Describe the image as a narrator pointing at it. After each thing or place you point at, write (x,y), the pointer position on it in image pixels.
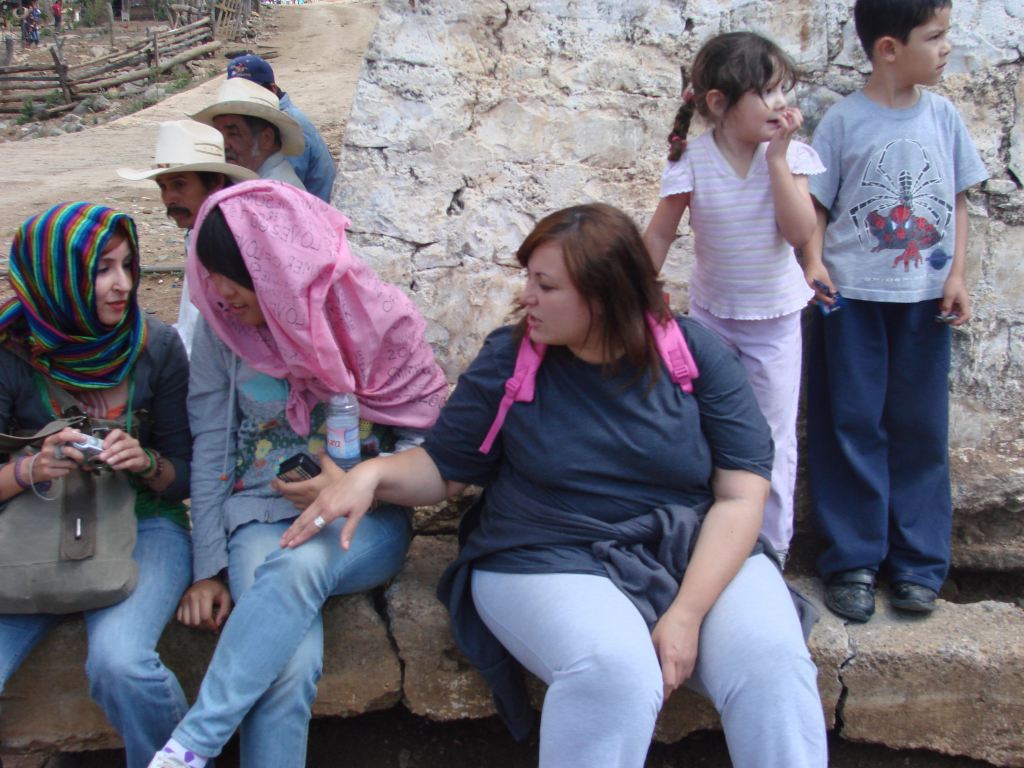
In this image, we can see people (318,568) sitting on the wall (414,538) and some are wearing bags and scarves (252,235) and are holding some objects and some are wearing hats (292,143) and there is a person (234,73) wearing a cap (249,70). On the right (812,270), there are kids (764,271) and there is a lady (574,407) wearing a bag (697,371). In the background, there is a wooden fence (132,48) and some people (59,16), plants (75,26) and there is a road (314,19).
